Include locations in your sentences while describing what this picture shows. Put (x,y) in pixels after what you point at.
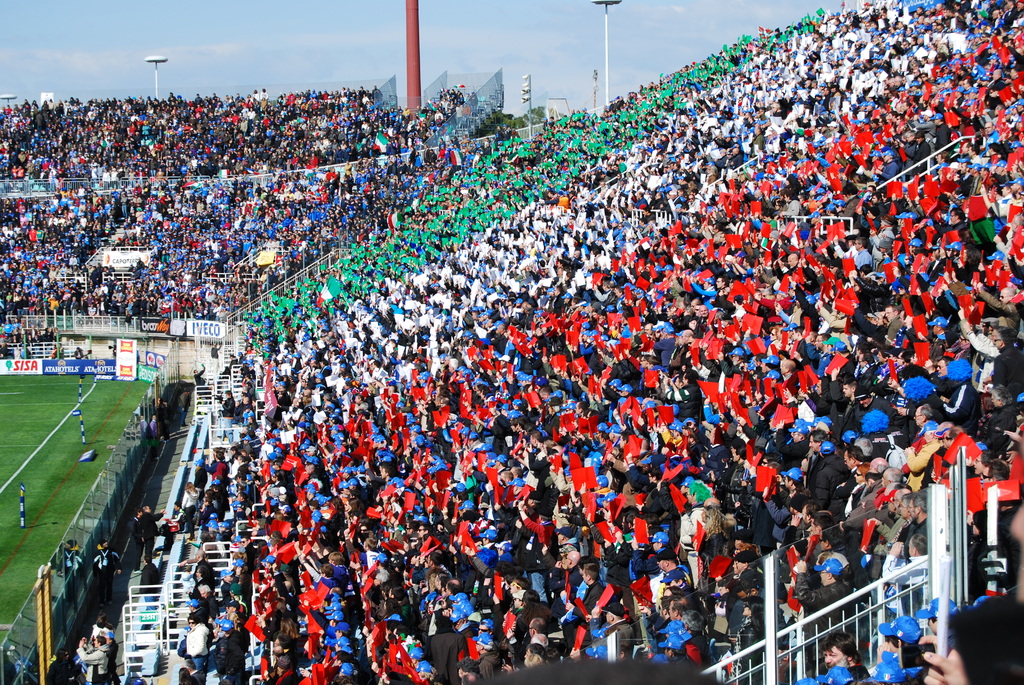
In this picture I can see there is a playground (63,503) and there are huge number of audience (487,265) sitting at right sides and they are holding red, white and green cards (638,181), it looks like they are representing the teams. There are poles (412,72) and the sky (569,29) is clear.
